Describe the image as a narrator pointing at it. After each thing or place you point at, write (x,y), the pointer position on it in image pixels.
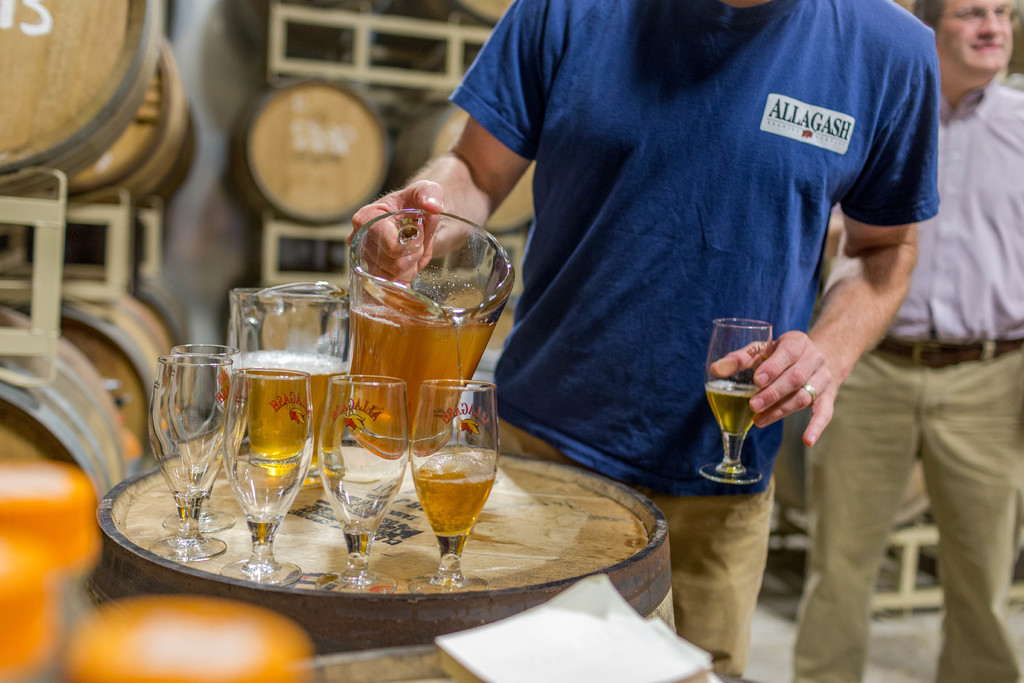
In front of this picture, we see a drum (528,551) on which five glasses (252,570) and a jar (326,341) are placed. The man (596,124) in blue t-shirt (691,187) is catching a jar (451,297) of beer (391,319) in his hands (436,236) and on the other hand (766,392), he is carrying a glass (728,396) with beer (719,424) in it and behind him, we see a man (968,202) in purple shirt (927,290) is wearing spectacles (952,13) and he is smiling. Behind them, we see many drums (274,144).
